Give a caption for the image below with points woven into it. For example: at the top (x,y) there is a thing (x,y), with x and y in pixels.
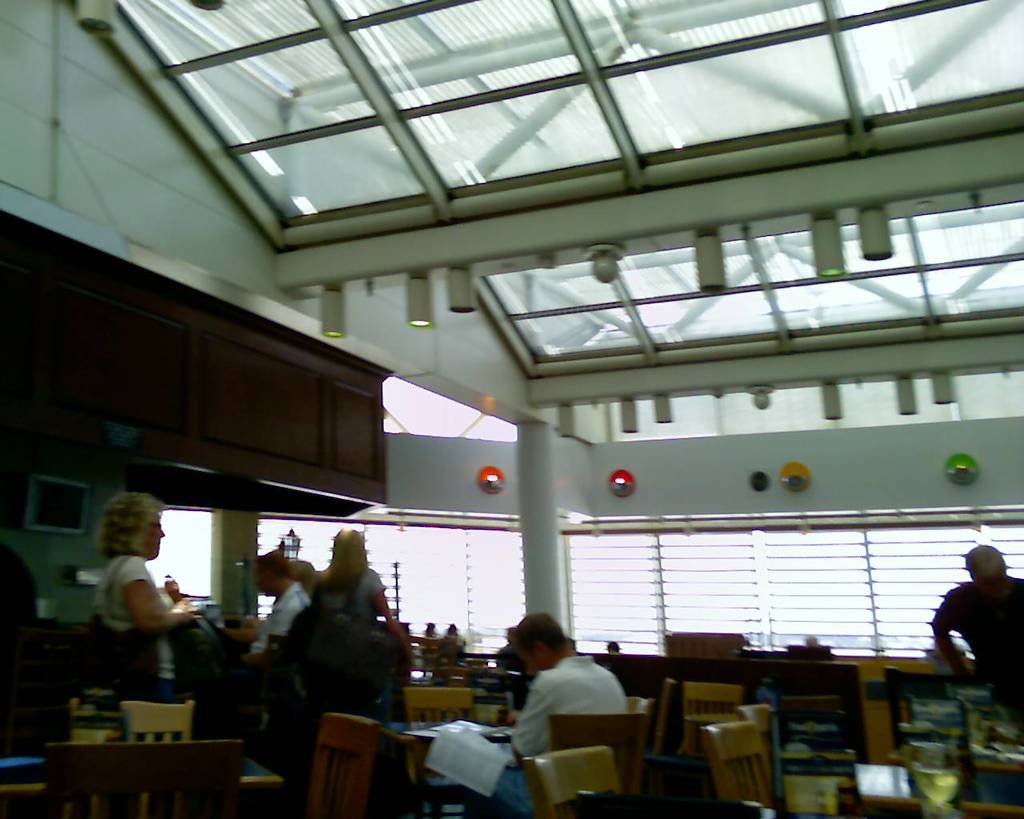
In this picture there are a group of people (363,580) standing here and person (542,699) sitting on the chair (584,734) and tables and empty chair (758,753) and in the background (640,552) is a pole (532,555) and window (725,581).
